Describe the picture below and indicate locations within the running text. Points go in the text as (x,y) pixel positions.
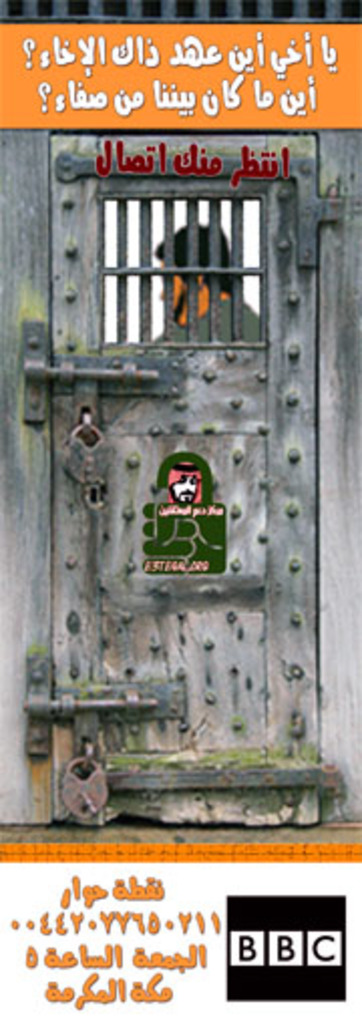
In this picture there is a door (81,236) in the center of the image (189,369), which is locked and there is a person (180,302) inside it.
